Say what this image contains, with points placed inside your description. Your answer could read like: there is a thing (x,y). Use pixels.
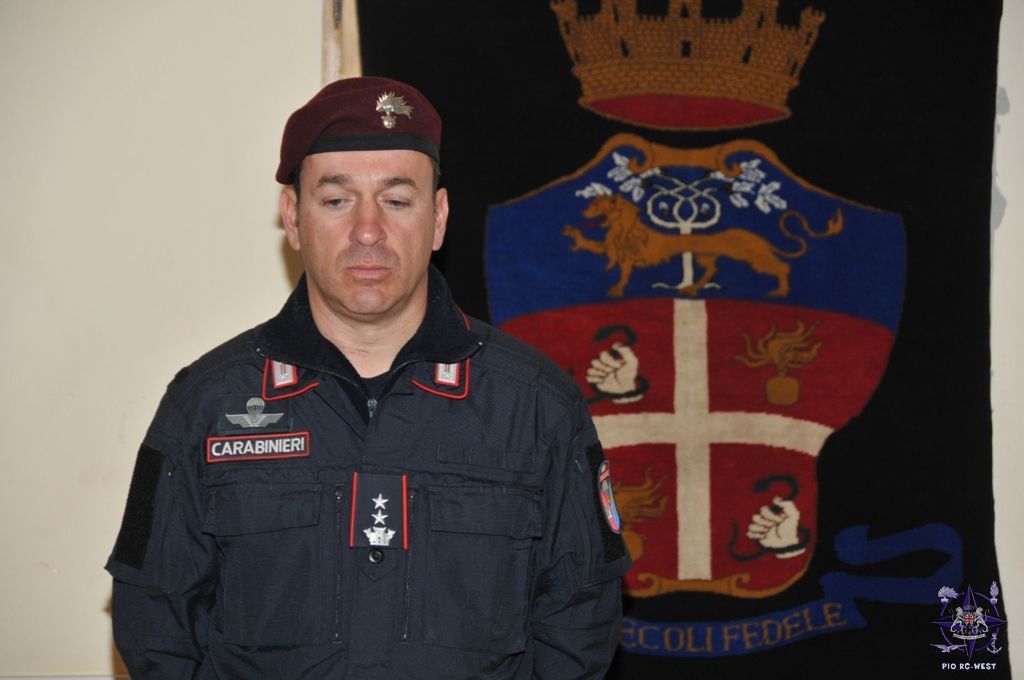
In this picture a person (458,341) is standing, he wore a black shirt (423,461) and cap (355,125). And on the Background (573,255) there is a frame (756,410) and in this frame (909,166) there is a crown (705,115) and lion (631,258). And this is the wall (115,118).
